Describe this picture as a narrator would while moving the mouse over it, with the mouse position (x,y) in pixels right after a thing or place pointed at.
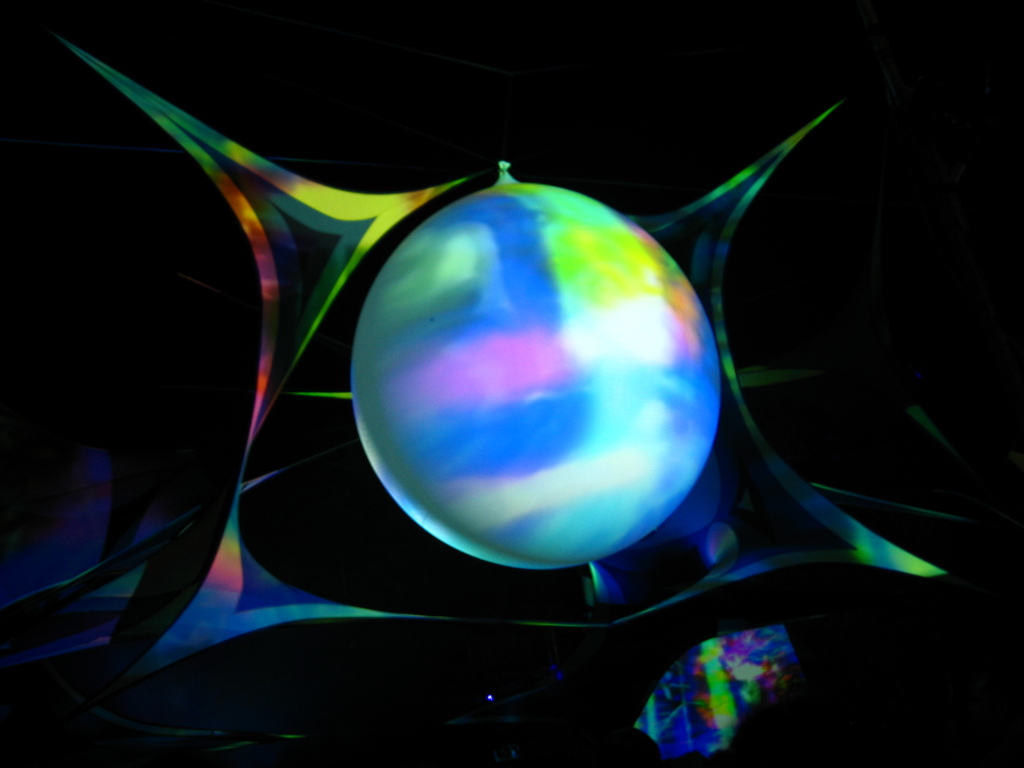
In this image I can see a colorful ball (581,472).
